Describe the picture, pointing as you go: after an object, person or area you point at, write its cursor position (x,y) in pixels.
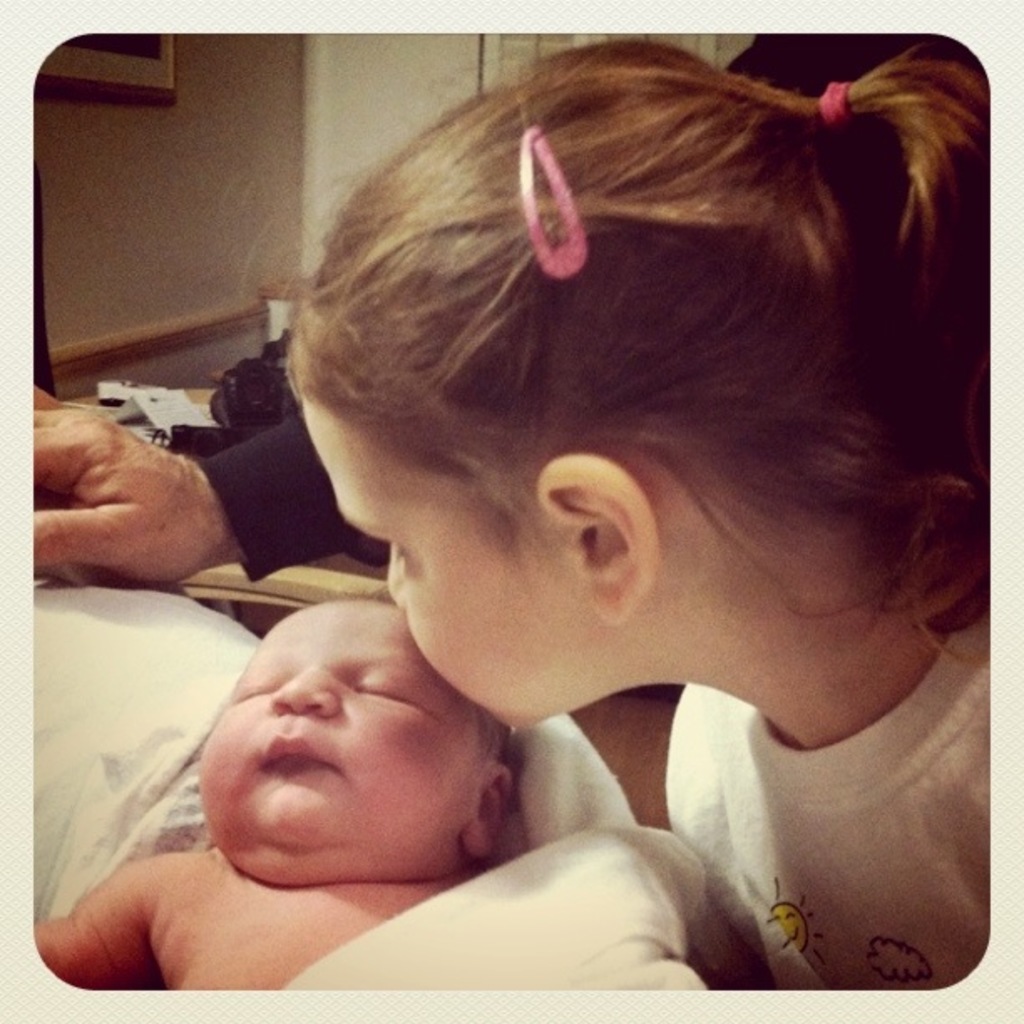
There is a kid (770,510) in the right corner (824,560) is kissing a baby (390,704) in front of her and there is a person (121,472) standing beside them.
